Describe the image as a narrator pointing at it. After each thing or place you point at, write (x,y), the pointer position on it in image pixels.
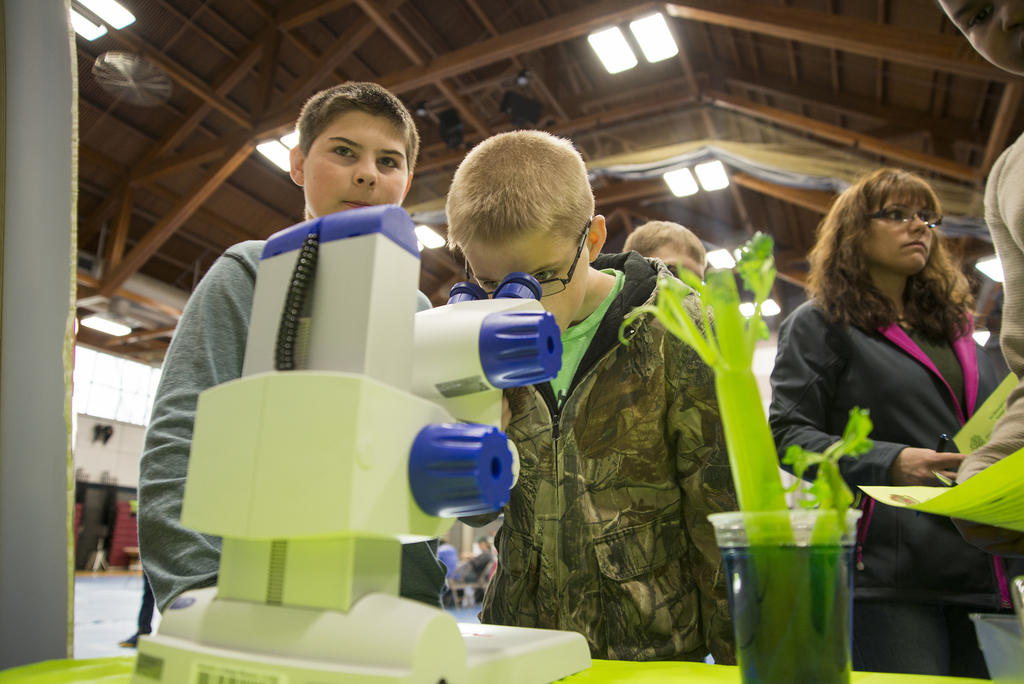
In this picture there is a boy (667,568) standing and looking into the microscope (456,431) and there are group of people (951,266) standing. In the foreground (313,572) there is a microscope (417,344) and there is a plant (736,271) on the table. At the top (544,28) there is a wooden roof (285,71) and there are lights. At the back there are group of people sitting on the chairs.
